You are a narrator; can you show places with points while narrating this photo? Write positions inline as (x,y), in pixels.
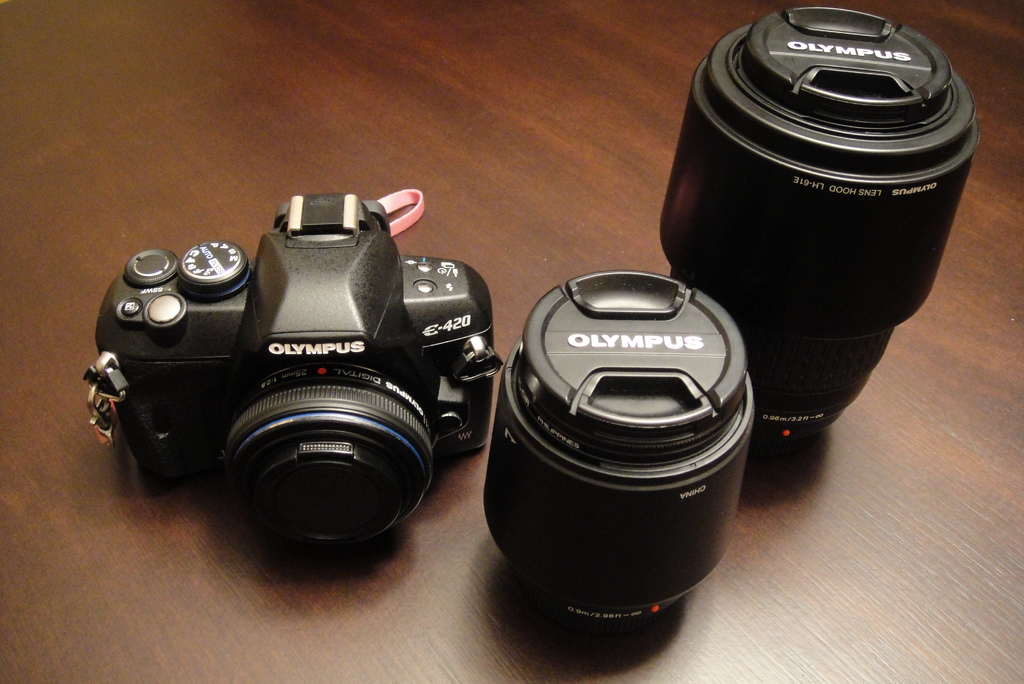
In the foreground of this picture (410,336), there is a camera (312,358), short lens (612,342), and long lens (854,194) placed on the surface (453,534).
